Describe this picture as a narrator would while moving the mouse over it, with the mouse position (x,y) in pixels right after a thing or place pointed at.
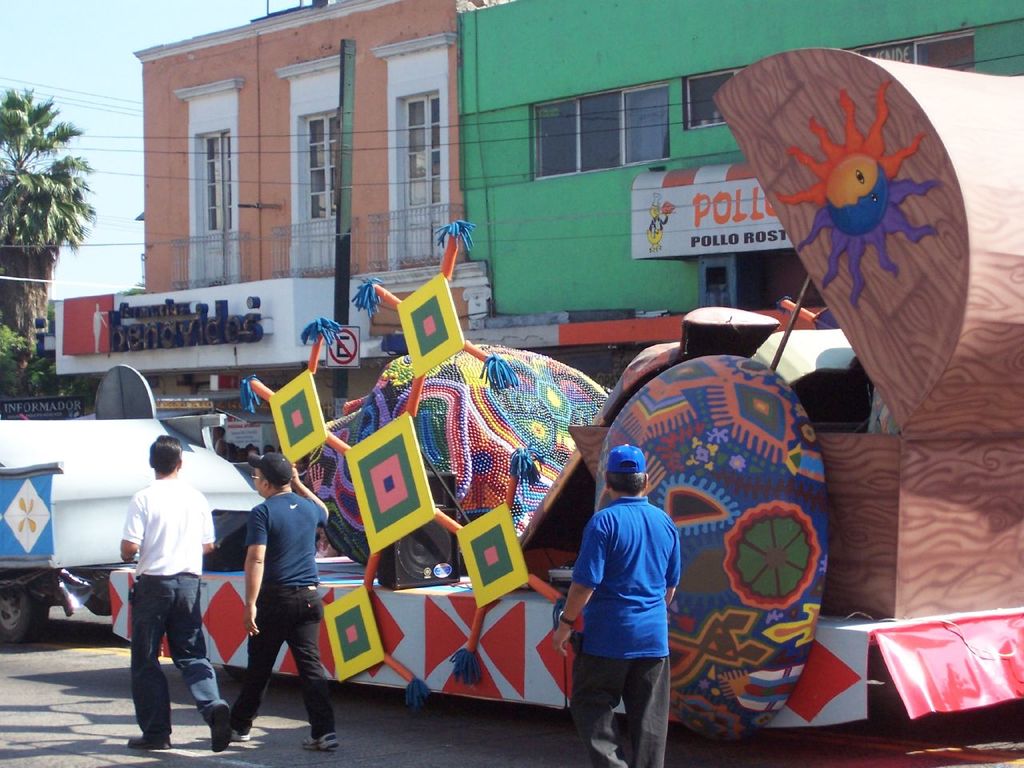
In the picture we can see a vehicle (723,394) is decorated with some things (751,428) like box (972,246) on it and beside it we can see two men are walking and behind them also we can see a man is walking and on the other side of the vehicle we can see two buildings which are light orange and green in color with windows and glasses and under it we can see two shops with name boards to it and beside the buildings (256,66) we can see some trees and a part of the sky (14,62).
